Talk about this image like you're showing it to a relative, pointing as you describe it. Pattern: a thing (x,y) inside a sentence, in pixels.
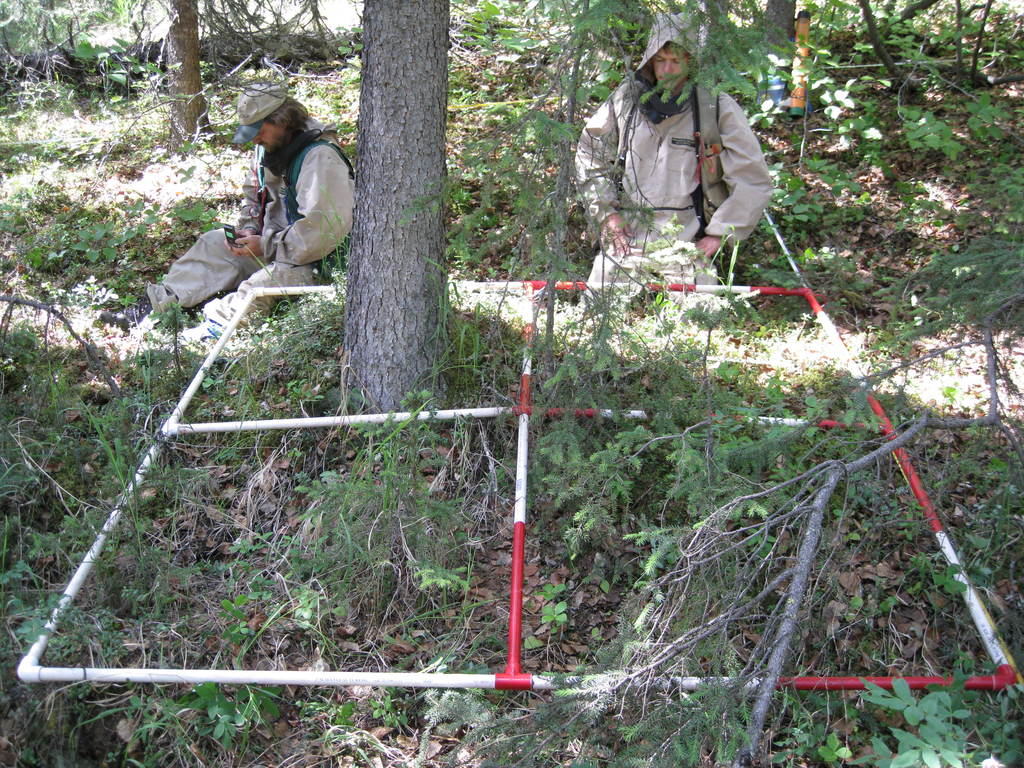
In the image we can see two people (616,254) wearing clothes (186,266) and a cap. Everywhere there is a grass (378,489) including dry leaves (874,594). Here we can see pipes (512,686) of two different colors and this is a tree trunk (395,232).
